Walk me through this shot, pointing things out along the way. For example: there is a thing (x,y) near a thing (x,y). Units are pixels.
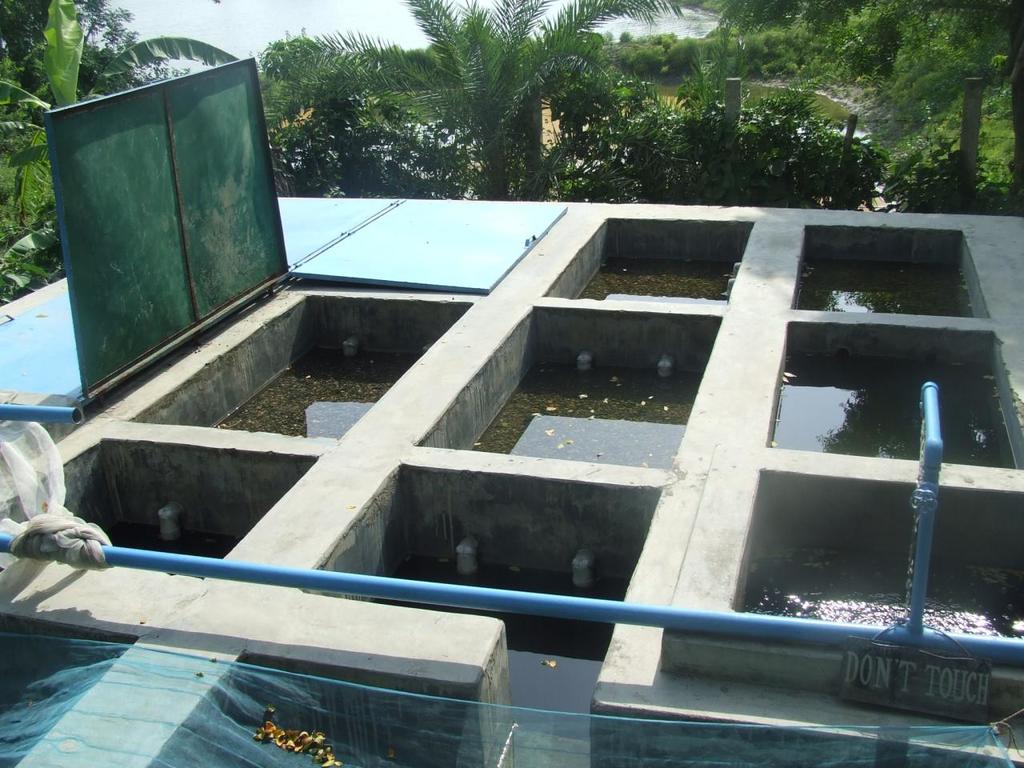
In this image, we can see a tank (779,423). There is a pipe (560,596) and net (545,743) at the bottom of the image (572,726). There is a door (124,313) on the left side of the image (121,340). There are some trees (493,160) at the top of the image (557,76).
